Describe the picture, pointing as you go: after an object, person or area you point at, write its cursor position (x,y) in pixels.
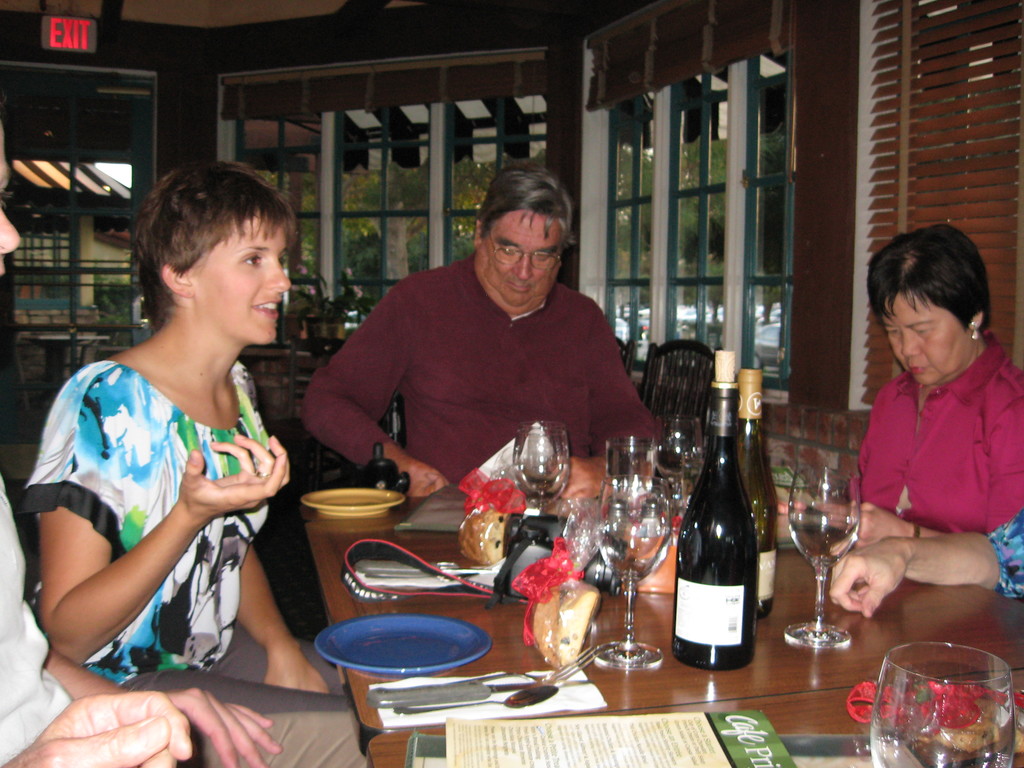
A group of people (995,403) are sitting around the table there are wine glasses (804,521) and bottles (762,567) on this table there is a window (682,244) behind.
